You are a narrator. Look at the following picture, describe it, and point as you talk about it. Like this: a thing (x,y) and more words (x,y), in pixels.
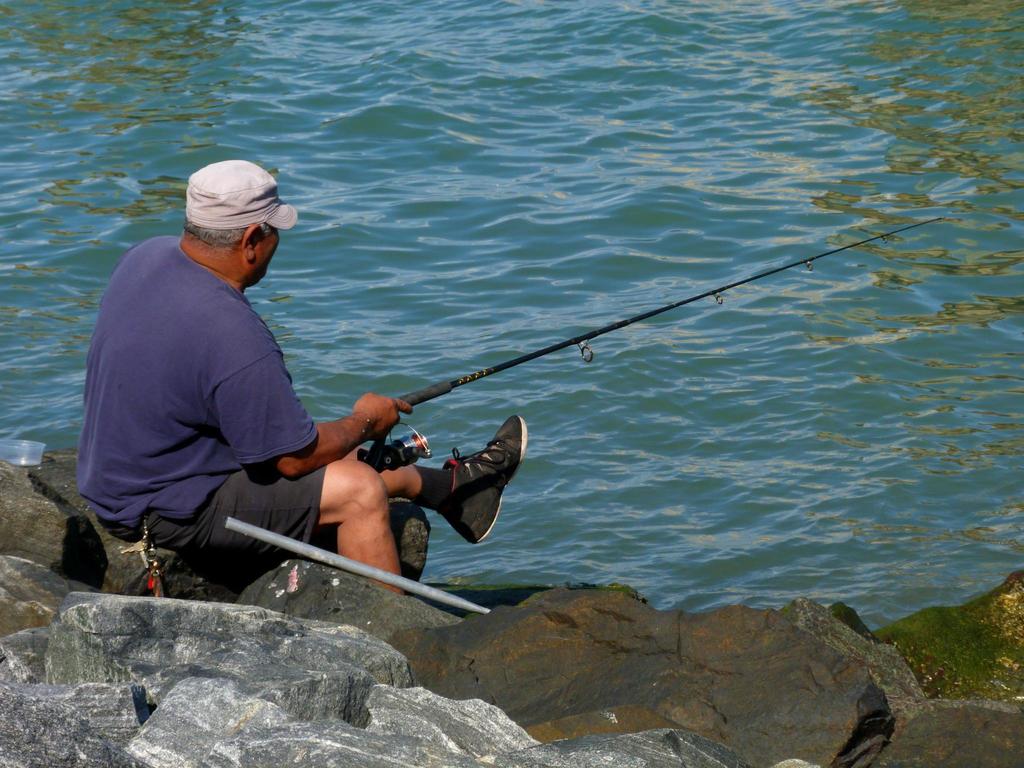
In this image, we can see a person (394,412) wearing a cap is holding some object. We can see some stones (363,690) and objects (25,454). We can also see some water (623,294).
